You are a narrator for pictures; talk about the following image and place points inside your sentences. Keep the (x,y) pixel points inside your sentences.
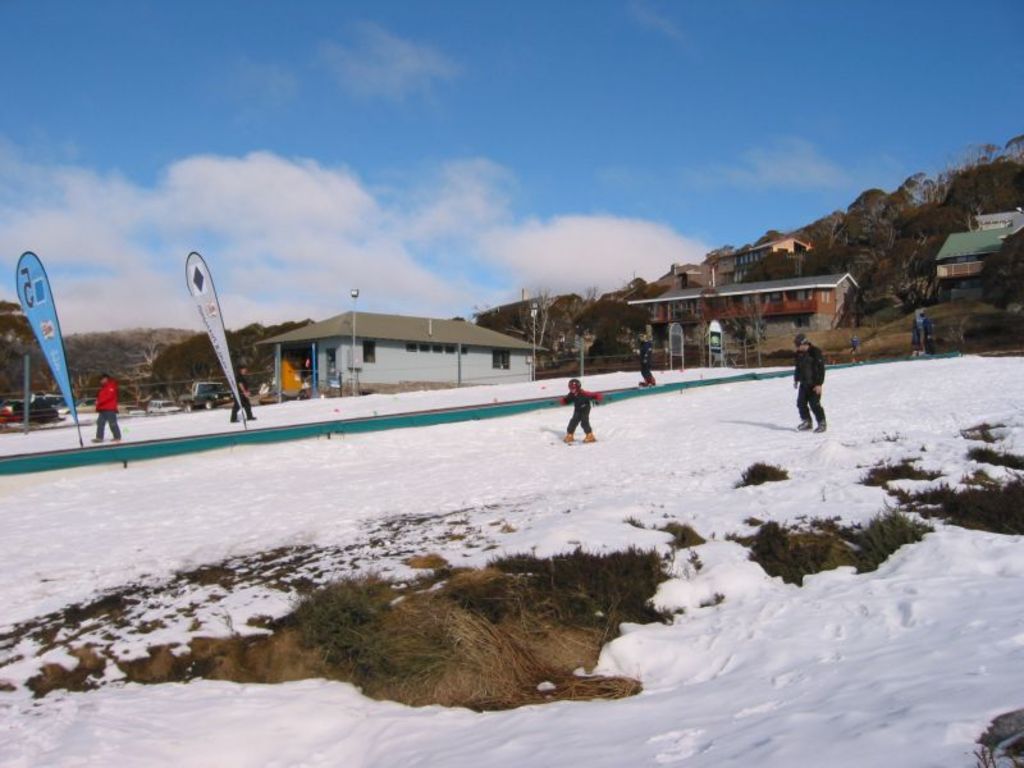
In this image, we can see persons (113,406) wearing clothes (99,416) and skating on the snow (784,438). There are persons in the middle of the image (578,380). There are clouds (463,193) in the sky (604,169).
